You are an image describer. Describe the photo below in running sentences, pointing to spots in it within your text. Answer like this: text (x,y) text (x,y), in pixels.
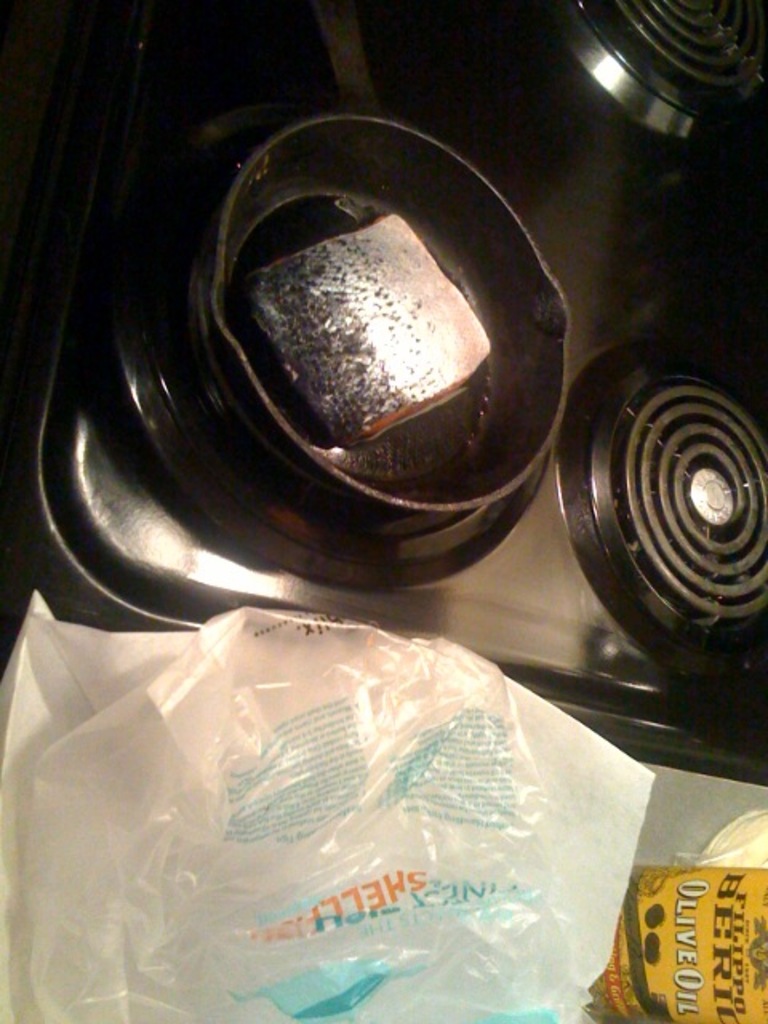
In this image we can see food (365,319) in a bowl (513,388), stove (604,561), and plastic covers (419,915).
